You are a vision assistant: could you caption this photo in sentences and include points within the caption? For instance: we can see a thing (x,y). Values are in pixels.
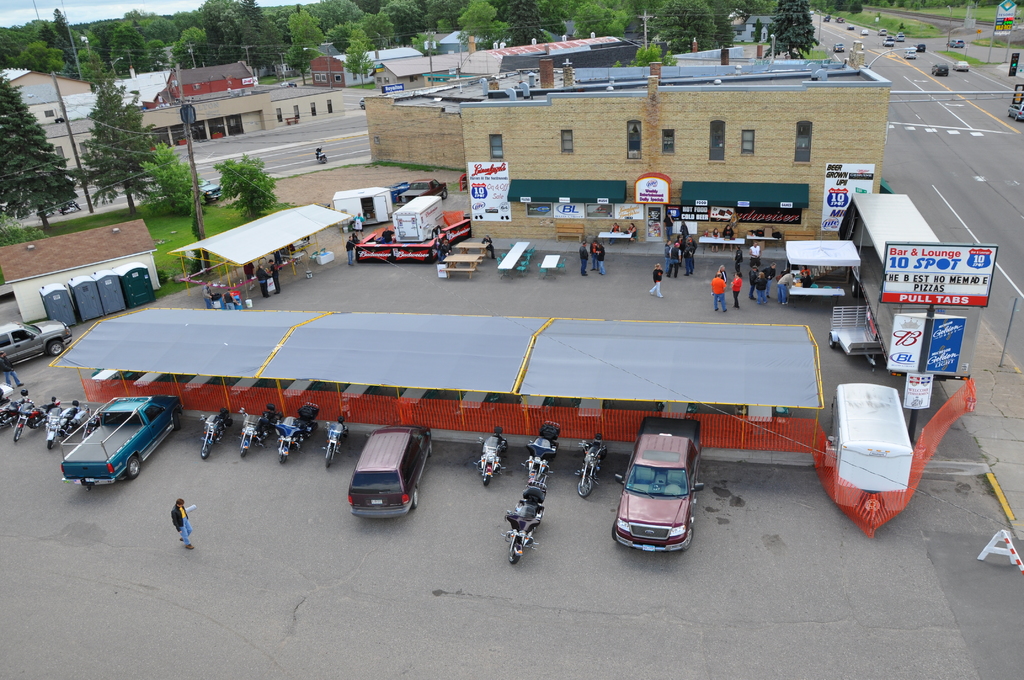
In the center of the image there are buildings (389,78) and trees (94,131). At the bottom (685,493) there are sheds (639,356), cars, bikes (203,419) and a van (371,481). We can see people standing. On the right (1003,285) there is a road (978,161) and we can see boards (942,345). At the top (79,11) there is sky (49,5).
